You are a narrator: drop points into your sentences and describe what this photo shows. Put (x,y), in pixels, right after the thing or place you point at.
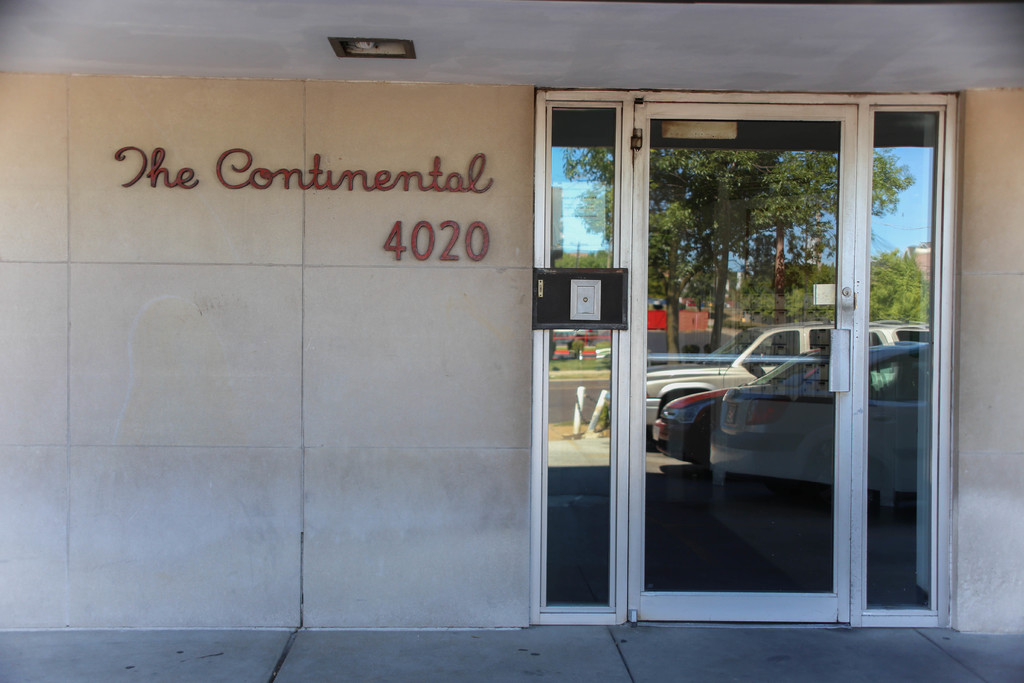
In this picture we can see a wall (342,365) and a glass door (823,352) in the front (847,388), we can see reflection (811,408) of cars (736,390), trees (743,294) and the sky (889,214) on this glass (810,247), there is some text (437,180) on the wall (317,223).
